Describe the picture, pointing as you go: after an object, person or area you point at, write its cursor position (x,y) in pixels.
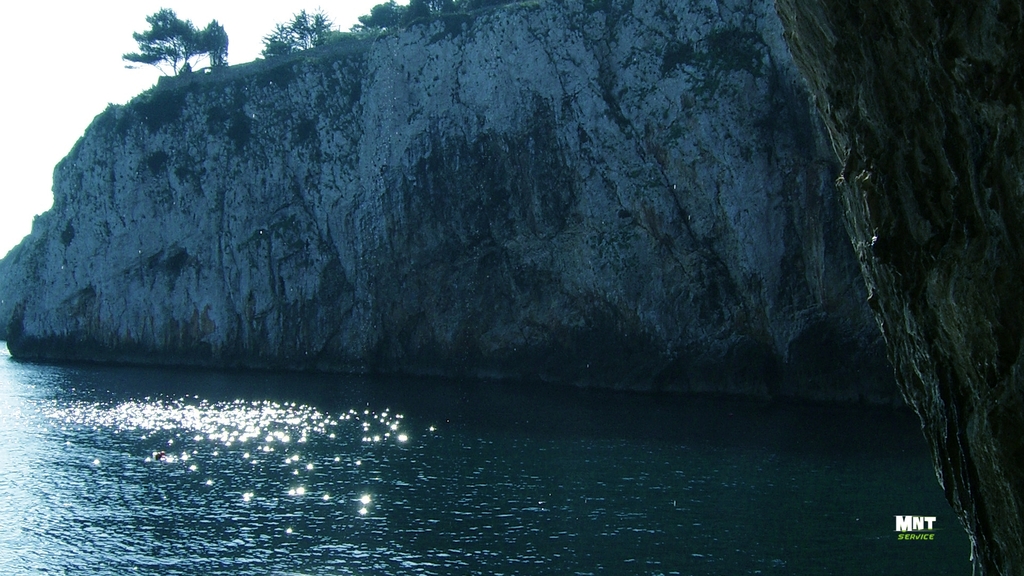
On the left side (218,487), there is water (509,524). On the bottom right (895,524), there is a watermark (918,524). On the right side (1009,279), there is a hill (964,480). In the background (777,91), there is a mountain (449,45) and there is sky (29,79).
